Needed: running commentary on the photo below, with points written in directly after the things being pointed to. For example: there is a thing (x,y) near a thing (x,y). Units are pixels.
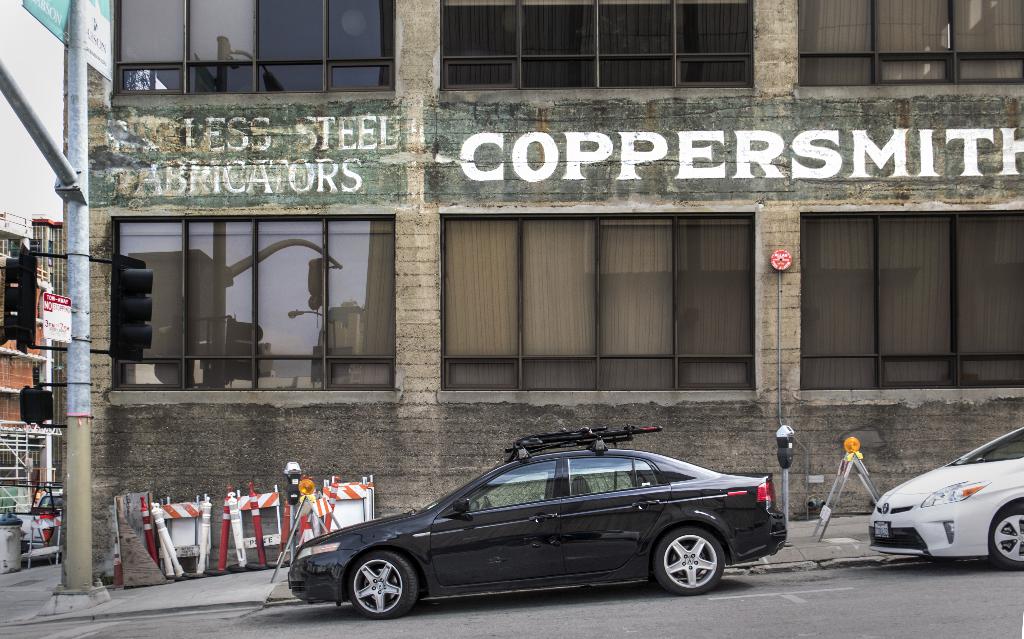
In this picture there are buildings (793,373). In the foreground (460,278) there is text (642,157) on the wall (956,95) and there are curtains (744,238) behind the windows (940,60) and there are vehicles (414,590) on the road (992,583) and there are objects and there are poles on the footpath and there are boards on the pole (87,444). On the left side of the image (16,548) it looks like a trash bin (4,554). At the top (22,138) there is sky (10,133). At the bottom (700,595) there is a road (754,594).
